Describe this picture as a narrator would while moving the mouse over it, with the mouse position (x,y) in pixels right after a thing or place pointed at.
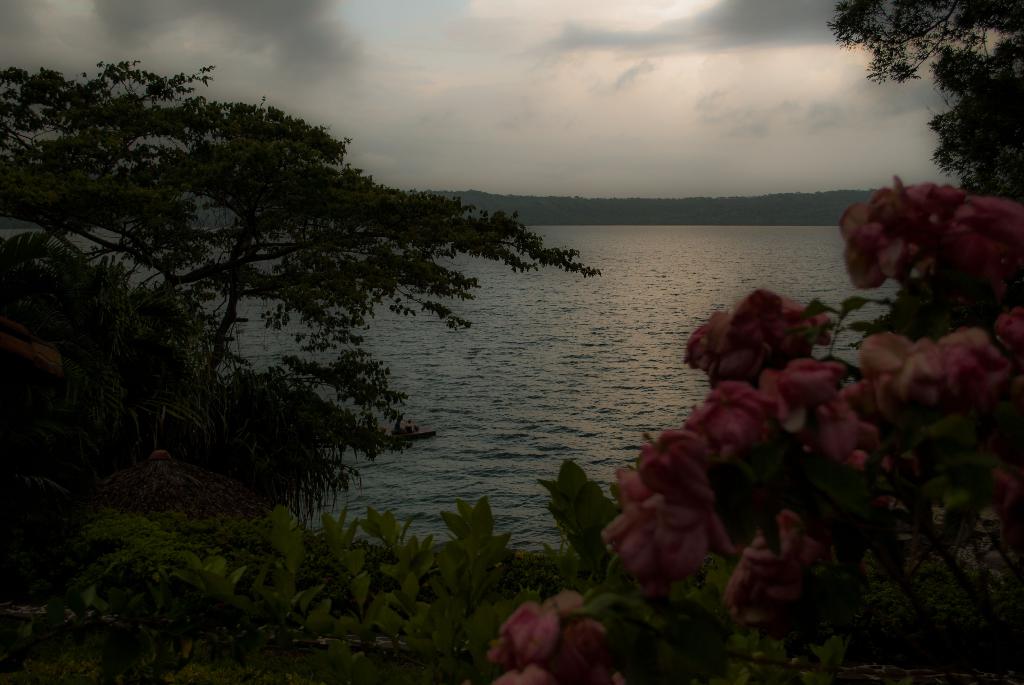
In this image in the front (856,418) there are flowers (830,423). In the center (342,250) there are plants (249,536) and trees (303,479). In the background (621,273) there is a sea (692,264) and the sky (532,106) is cloudy.
